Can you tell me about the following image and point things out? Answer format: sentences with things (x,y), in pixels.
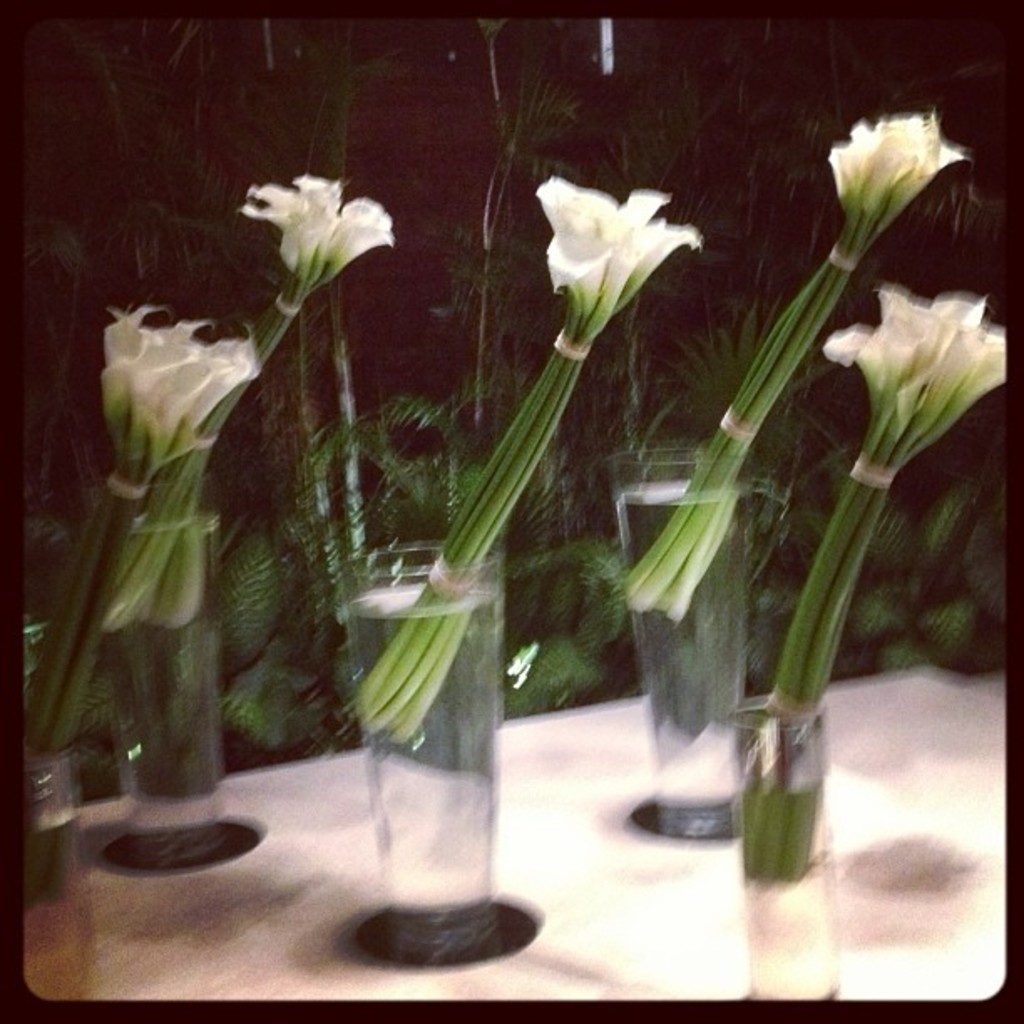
In this image, I can see five bunches (841,551) of flowers (935,386), which are kept in a glass (475,605) of water (426,732). These glasses (426,732) are placed on the table (644,931). In the background (294,517), I can see the trees (303,490).
